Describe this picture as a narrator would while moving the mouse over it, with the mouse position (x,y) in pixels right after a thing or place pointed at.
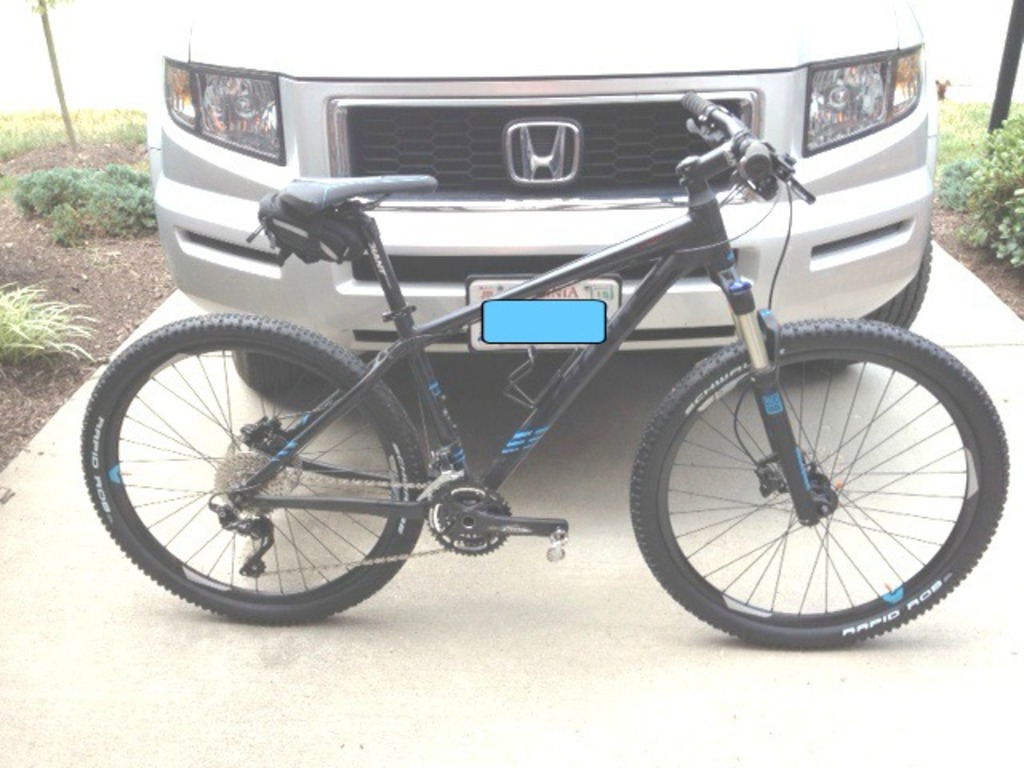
In the picture we can see a car (558,113) with a bumper (824,196) and headlights (805,113) and front of it, we can see a bicycle (402,451) parked which is black in color on the path (193,532) and on the either sides of the car (205,188) we can see some plants (964,177) on the mud surface (945,227).
